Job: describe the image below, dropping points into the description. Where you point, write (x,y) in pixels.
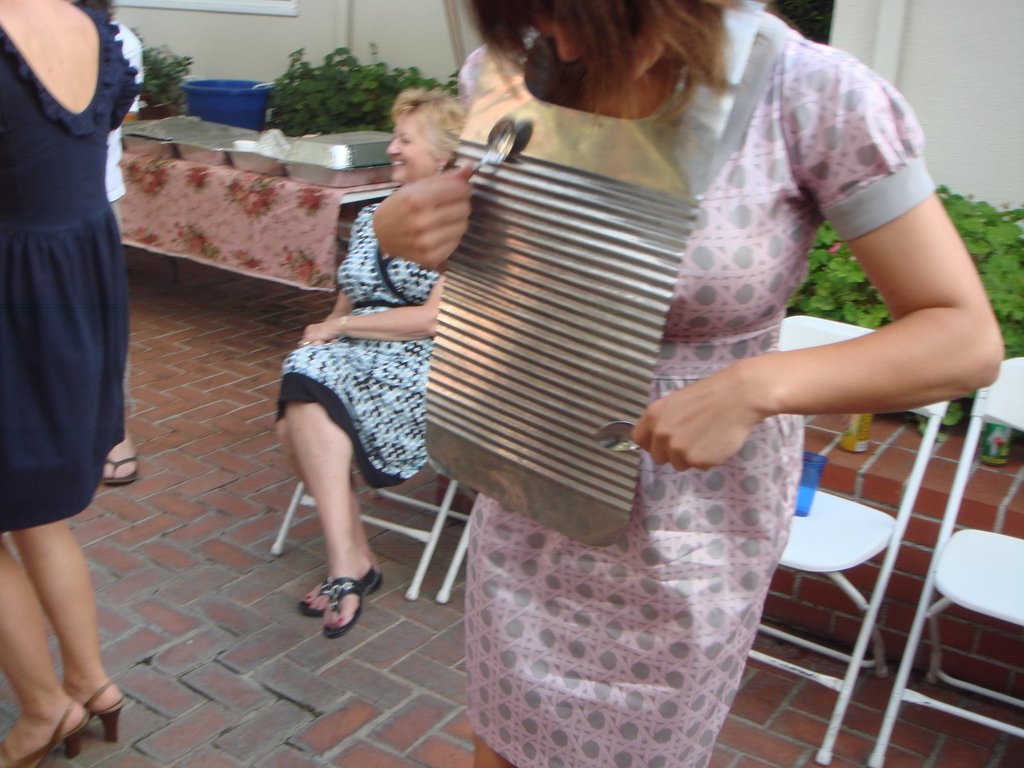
On the left side (62,419), there is a woman (48,268) in a dress (48,167), standing on a floor (111,744). On the right side (711,732), there is a woman (775,516) in a pink color dress (836,159), holding spoons (624,433) with both hands (450,178) and standing. In the background (376,319), there is another woman (382,318) sitting on a chair (438,511), there is a person (113,143) standing, there are plants (431,82) and there is a building (334,30) which is having white wall (254,23).
